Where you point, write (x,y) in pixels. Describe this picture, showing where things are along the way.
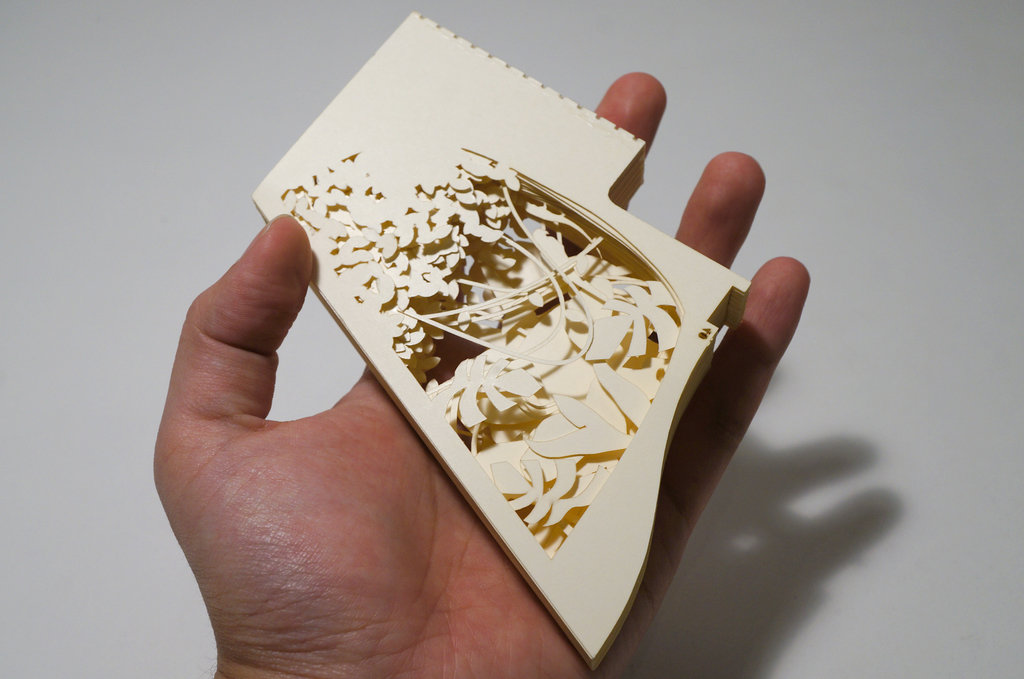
In this image we can see a person's hand (465,508), in the hand (704,416) we can see an object (573,343) and the background (338,5) looks like the wall (904,148).
